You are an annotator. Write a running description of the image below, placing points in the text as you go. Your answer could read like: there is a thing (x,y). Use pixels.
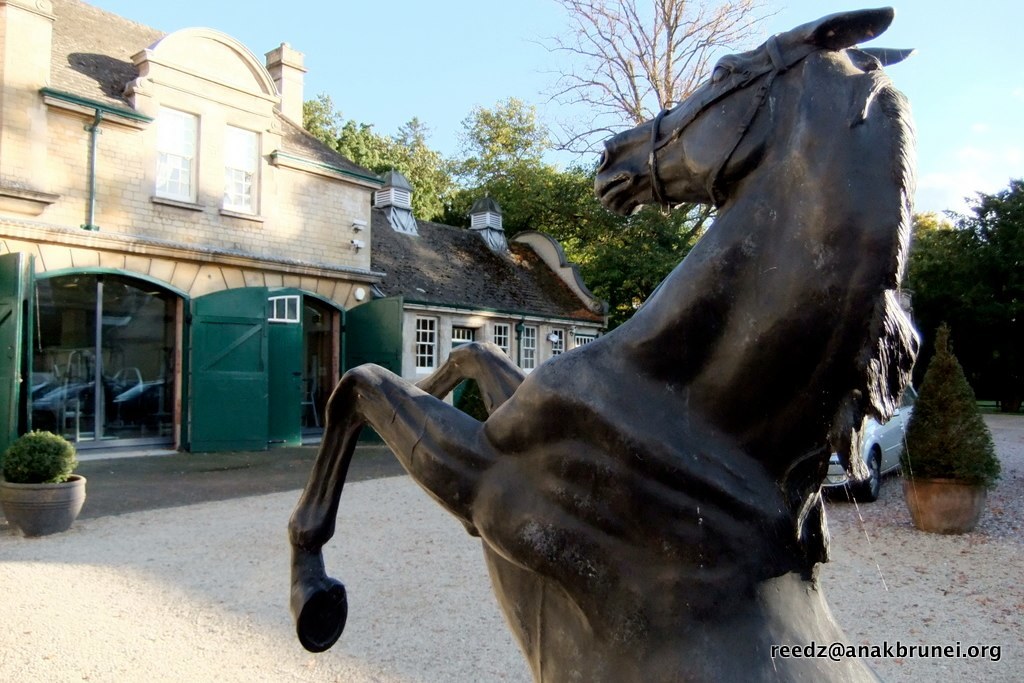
In this image we can see a statue (818,437), motor vehicle (862,483), houseplants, building (288,324), windows (533,355), chimneys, trees (654,263) and sky (976,97) with clouds (976,166).
